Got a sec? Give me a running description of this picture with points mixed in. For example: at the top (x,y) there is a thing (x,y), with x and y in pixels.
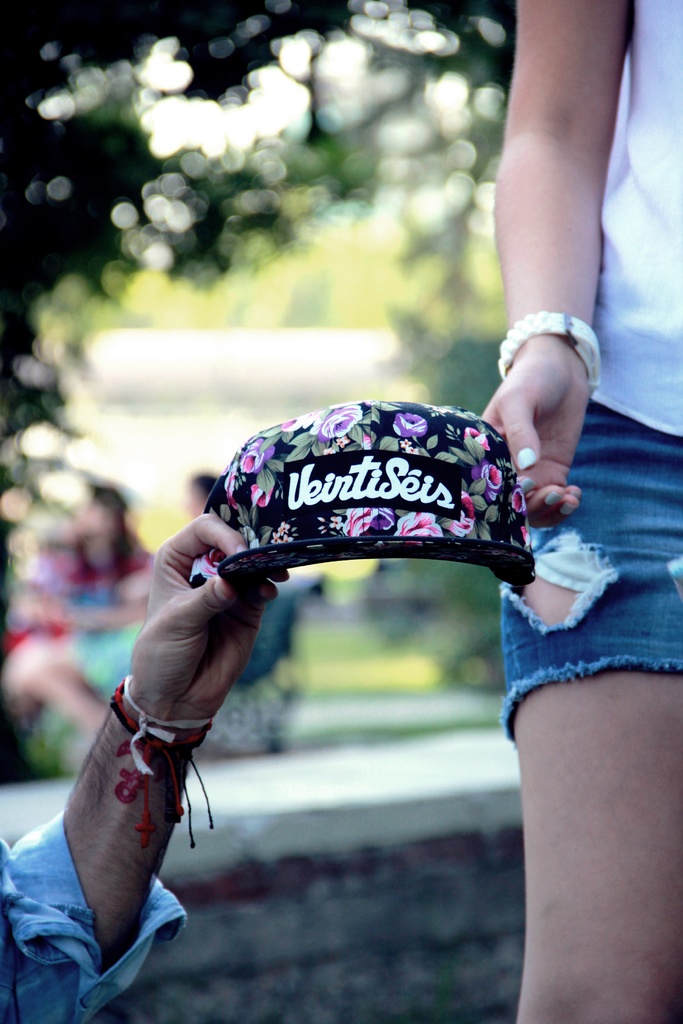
In the picture I can see a person (48,1006) holding black color cap (346,506) and on the right side of the image (572,494) I can see a person (544,626) standing. The background of the image (27,625) is slightly blurred, where I can see the wall (364,942), a few more people (38,649) and I can see trees (193,16).
